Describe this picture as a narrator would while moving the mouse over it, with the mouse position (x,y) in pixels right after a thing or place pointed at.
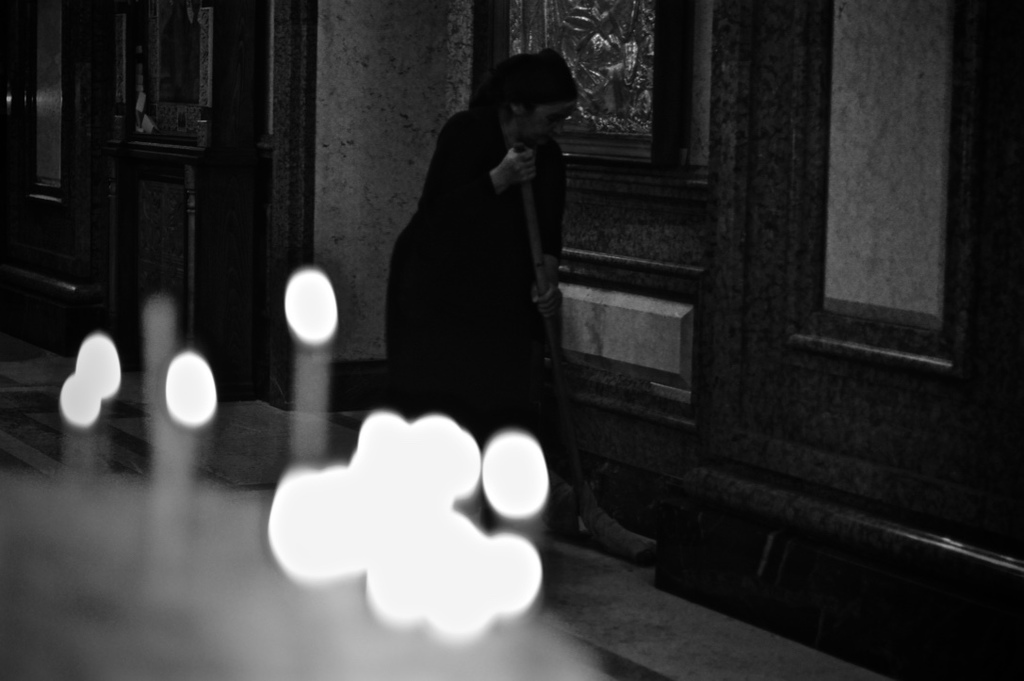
In this picture we can see a woman (426,317) holding an object (549,332) with her hands (511,184) on the floor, lights (531,436) and in the background (565,311) we can see wall (876,132).
